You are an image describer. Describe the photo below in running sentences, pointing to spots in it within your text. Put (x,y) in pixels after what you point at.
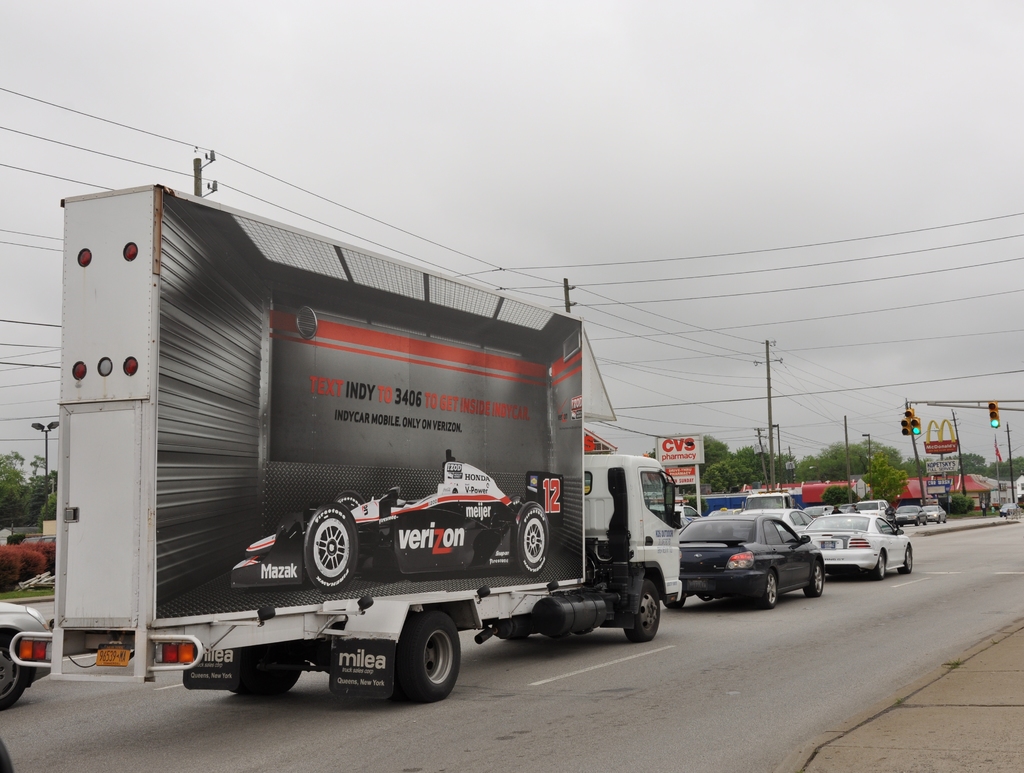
This picture is taken on the wide road (813,676). In this image, in the middle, we can see few vehicles (867,557) which are placed on the road (910,637). On the right side (908,412), we can see a traffic signal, hoarding (937,488) and some houses (981,492). In the background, we can see some trees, electric pole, electric wires (336,205). At the top (713,119), we can see a sky (847,58) which is cloudy, at the bottom (771,642), we can see a road (766,723) and a footpath (956,731).
